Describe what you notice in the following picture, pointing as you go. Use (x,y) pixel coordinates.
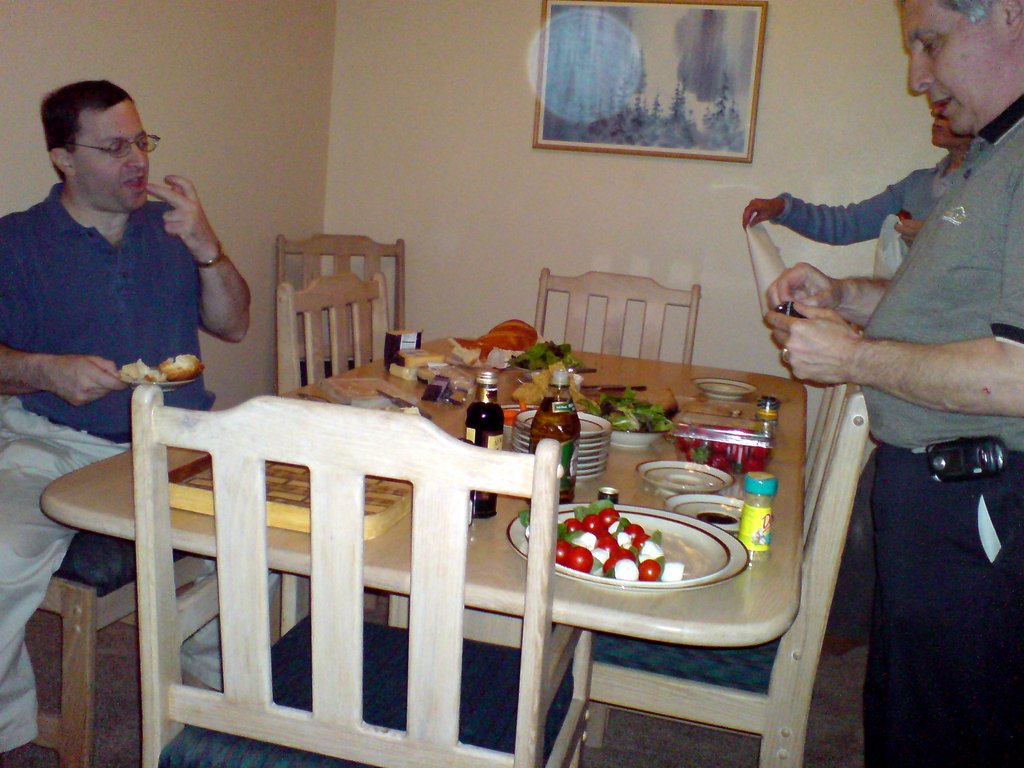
In this picture there is a dining table (662,376) at the center of the image (389,349), and there are different types of food items (407,344) on it, there are two people (946,430) those who are standing at the right side of the image (930,365) and there is a person (141,196) who is sitting at the left side of the image (178,205) on a dining table (127,485) he is eating.
